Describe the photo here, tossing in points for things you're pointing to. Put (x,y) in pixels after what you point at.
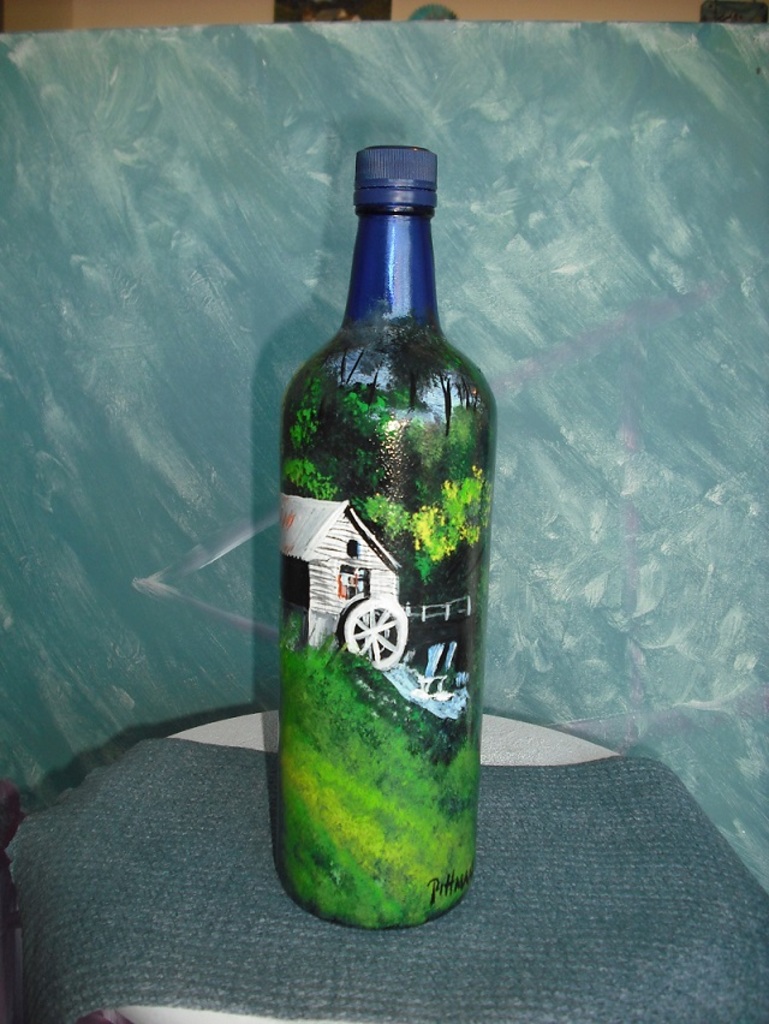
In this image, we can see a bottle (420,662) with the lid (380,161) is placed on the cloth (483,884). Here we can see white color surface (538,763). On the bottle (373,712), we can see painting (376,566). Background (751,648) there is a board (556,376), wall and few objects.
